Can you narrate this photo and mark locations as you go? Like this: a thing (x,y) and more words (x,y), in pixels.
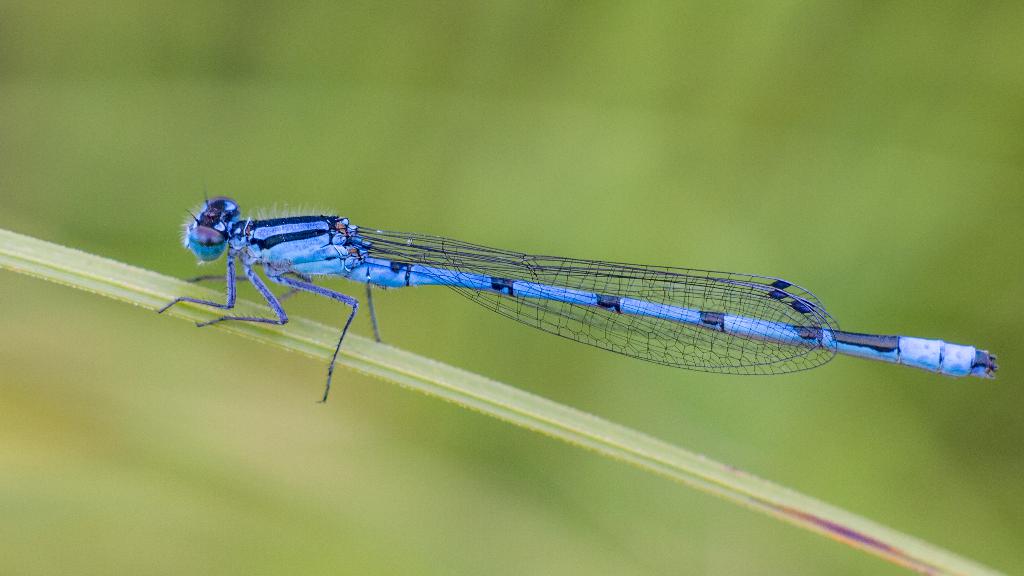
In this image I can see the dragonfly (477,290) which is in black and blue color. It is on the leaf (382,370) and there is a blurred background (468,58).
